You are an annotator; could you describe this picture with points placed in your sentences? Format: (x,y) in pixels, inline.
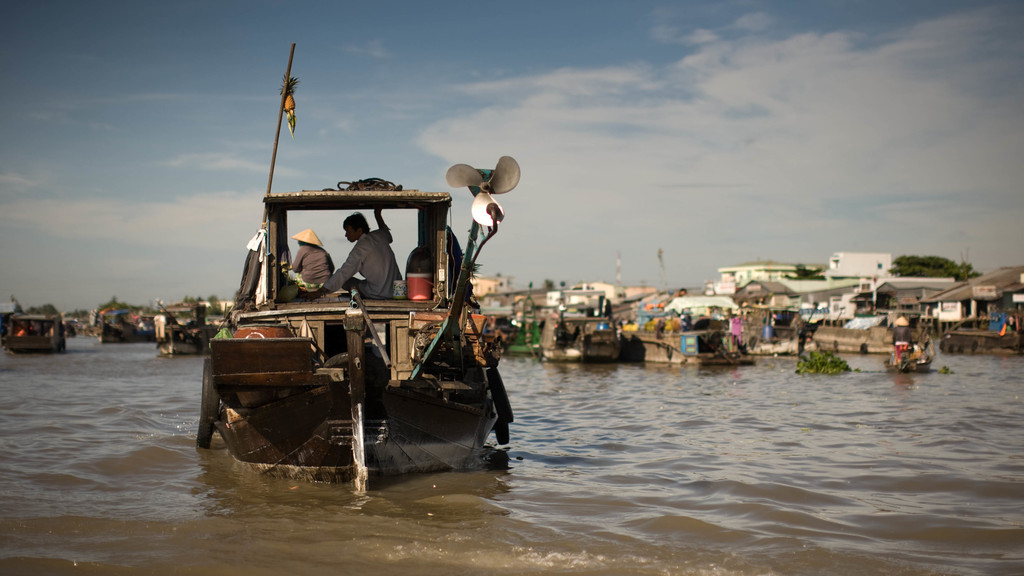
At the bottom of the image (506,464) I can see water (686,460). In the image I can see boats (386,361) and people (317,263). At the top of the image (560,132) I can see the sky (456,201).
